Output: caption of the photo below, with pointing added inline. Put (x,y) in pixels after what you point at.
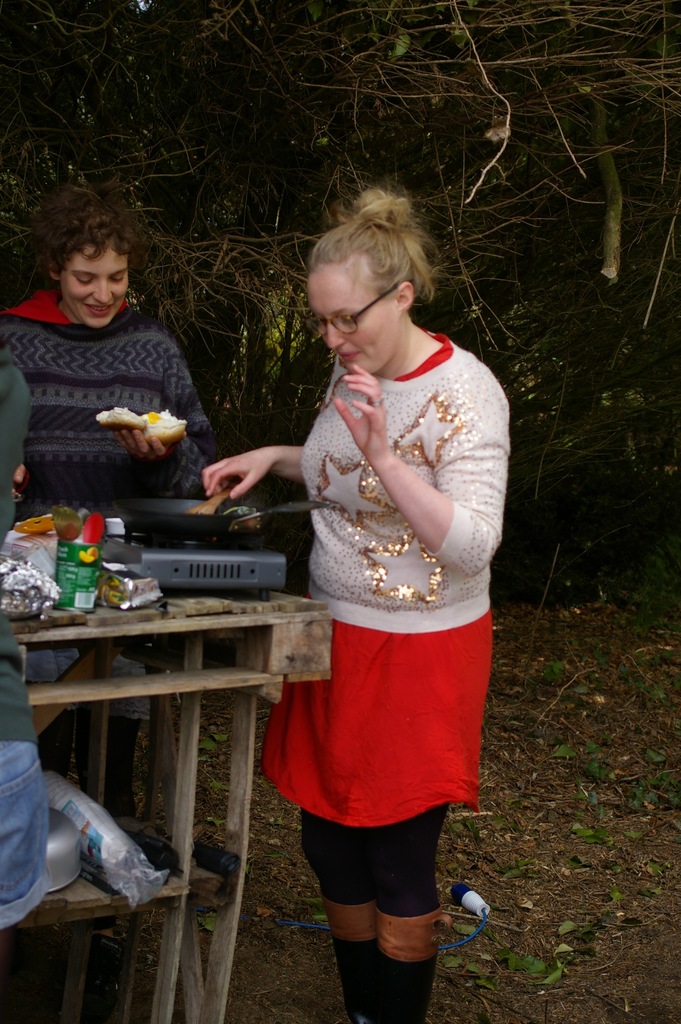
In this picture I can see a woman (415,541) standing and holding a wooden serving spoon (210,504) and I can see another woman (98,436) holding some food (142,419) in her hand (138,445) and I can see few packets (111,585) on the wooden table (102,705) and I can see a vessel (70,843) and another man (11,511) standing on the side and looks like a stove (214,548) on the table (188,608) and I can see a pan (151,519) on the stove (161,552) and I can see few trees (405,147) and looks like a rope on the ground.
